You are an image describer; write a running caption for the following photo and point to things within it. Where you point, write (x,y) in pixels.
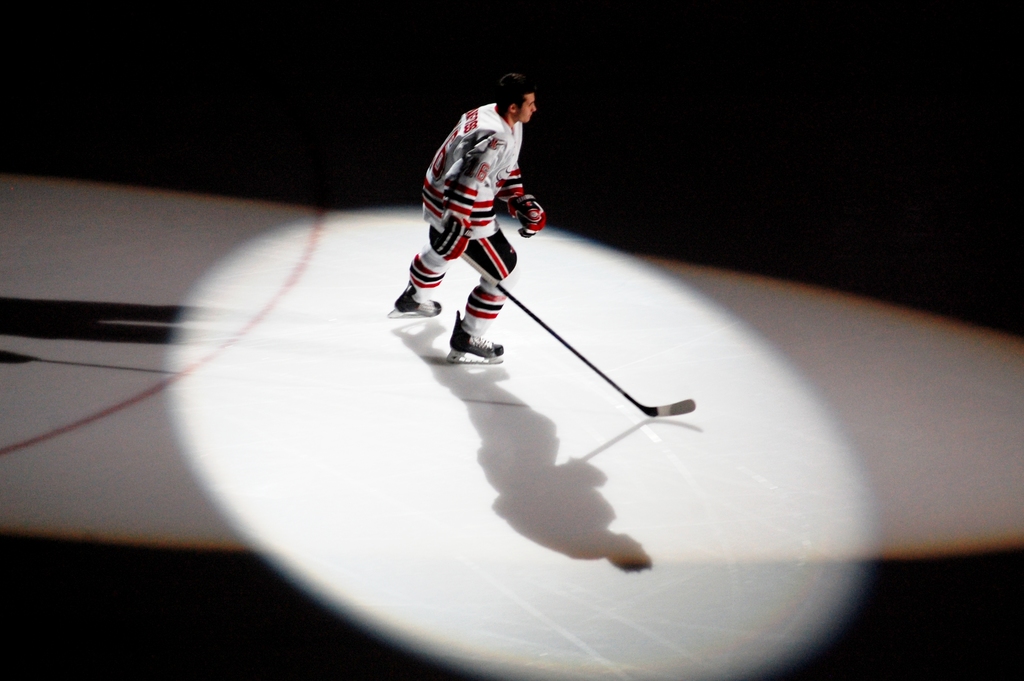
There is a player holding a stick (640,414) in his hand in the image and spotlight (595,421) on him.
